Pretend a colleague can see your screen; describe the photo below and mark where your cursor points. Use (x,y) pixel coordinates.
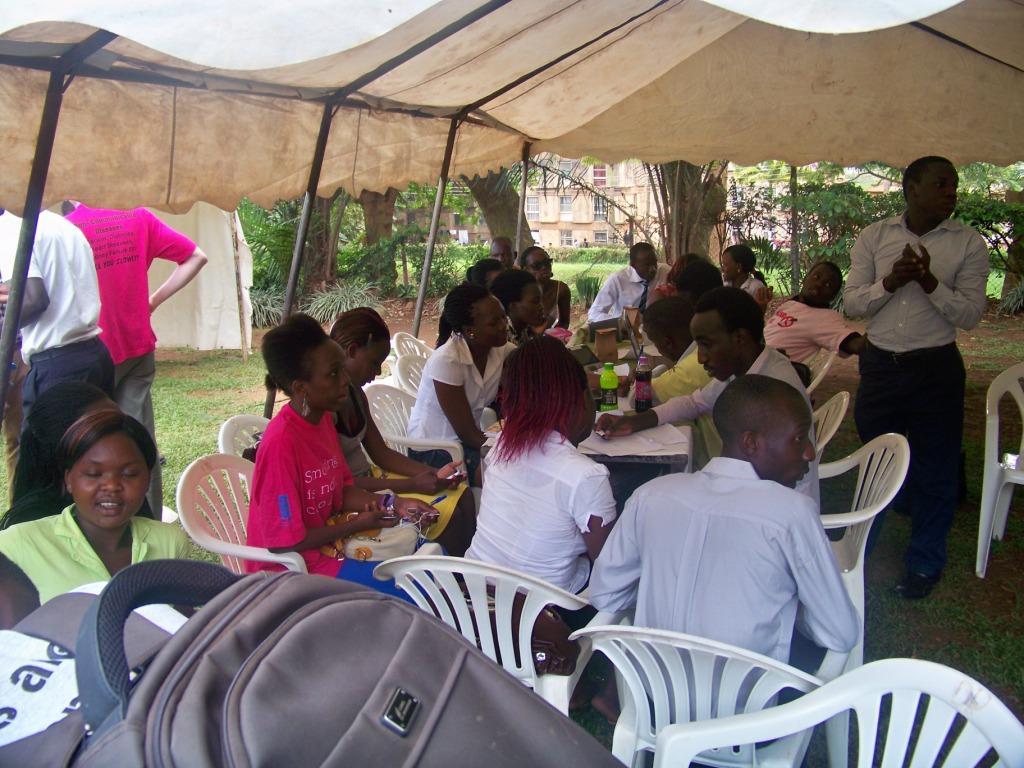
This is the picture under the tent (276,122) where there are some people (428,362) sitting on the chairs (453,449) in front of the tables (627,409) and some bottles (608,383) and some backpacks (319,582).
